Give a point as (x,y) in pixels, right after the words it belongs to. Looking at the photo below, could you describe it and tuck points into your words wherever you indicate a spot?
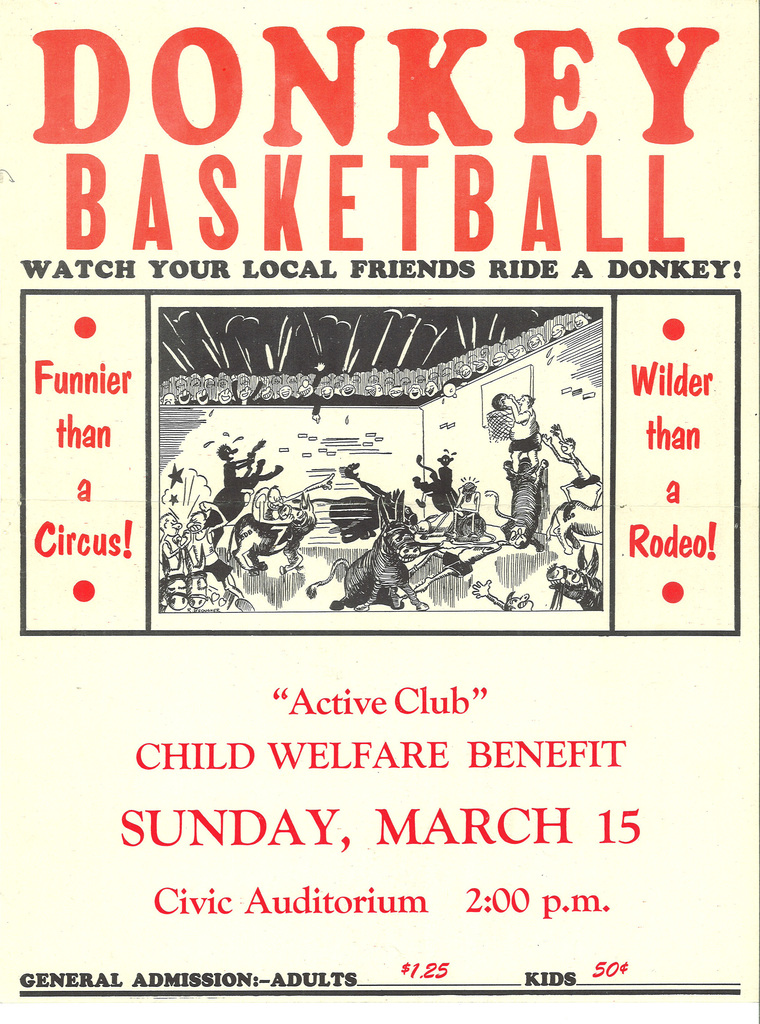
In this image, we can see an advertisement (672,733) about basketball.
